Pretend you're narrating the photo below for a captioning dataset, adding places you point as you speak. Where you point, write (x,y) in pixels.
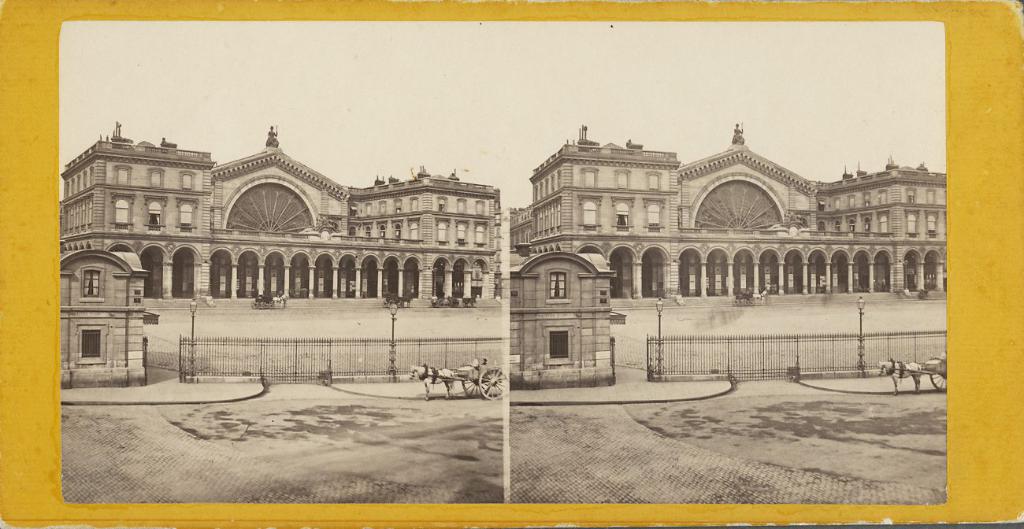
In this image, there is a picture (85,494), on that picture (89,477) at the left side (233,365) there is a horse cart (427,379) and there is a fencing (374,360), there is a building (214,275), at the top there is a sky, at the right side (760,436) there is a same picture (678,428).
